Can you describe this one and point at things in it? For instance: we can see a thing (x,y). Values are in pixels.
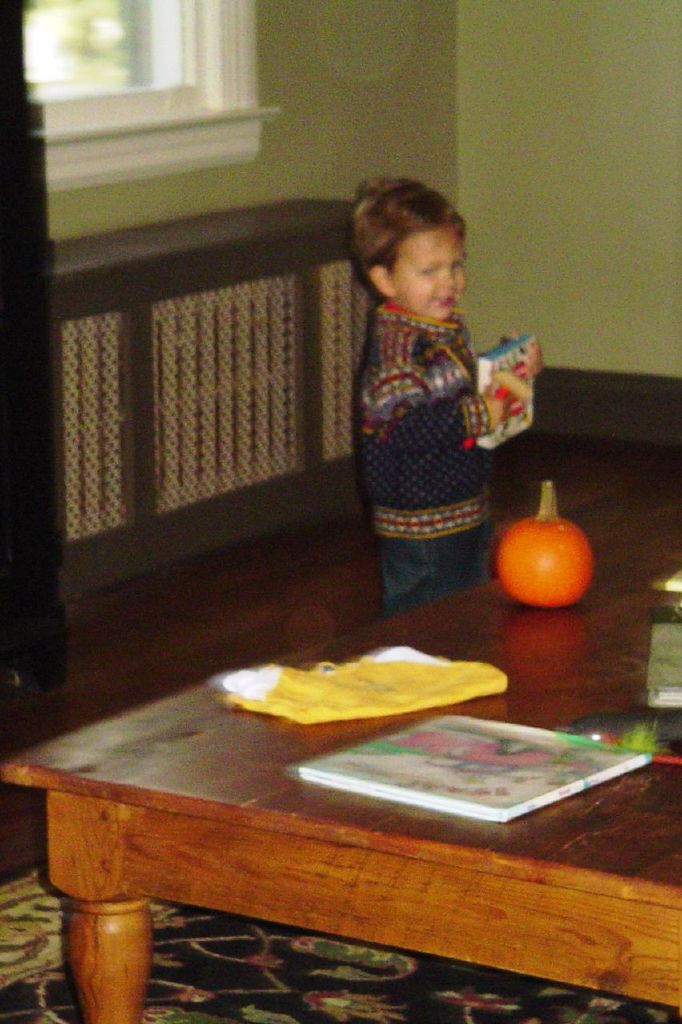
In the center (435,494) we can see one person (463,383) holding book (520,350). In the front (313,733) we can see table (344,729) on table (378,829) we can see some objects (431,664). Coming to the background (484,65) we can see wall (447,81) and window (104,50).
